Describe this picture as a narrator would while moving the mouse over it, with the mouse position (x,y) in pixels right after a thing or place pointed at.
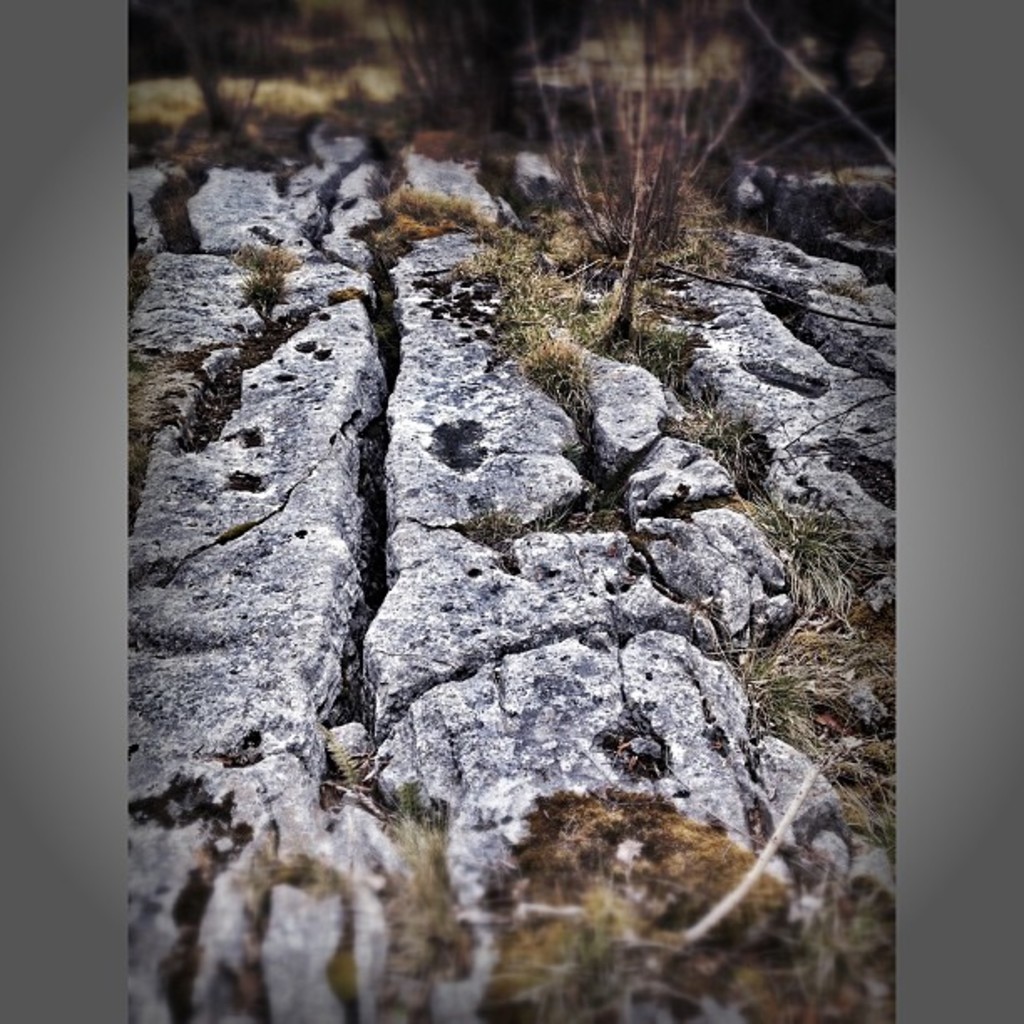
In this image at the bottom (741,846) there is a rock (481,881) and some grass (560,829), in the background (685,118) there are some plants (559,123) and grass (506,228).
